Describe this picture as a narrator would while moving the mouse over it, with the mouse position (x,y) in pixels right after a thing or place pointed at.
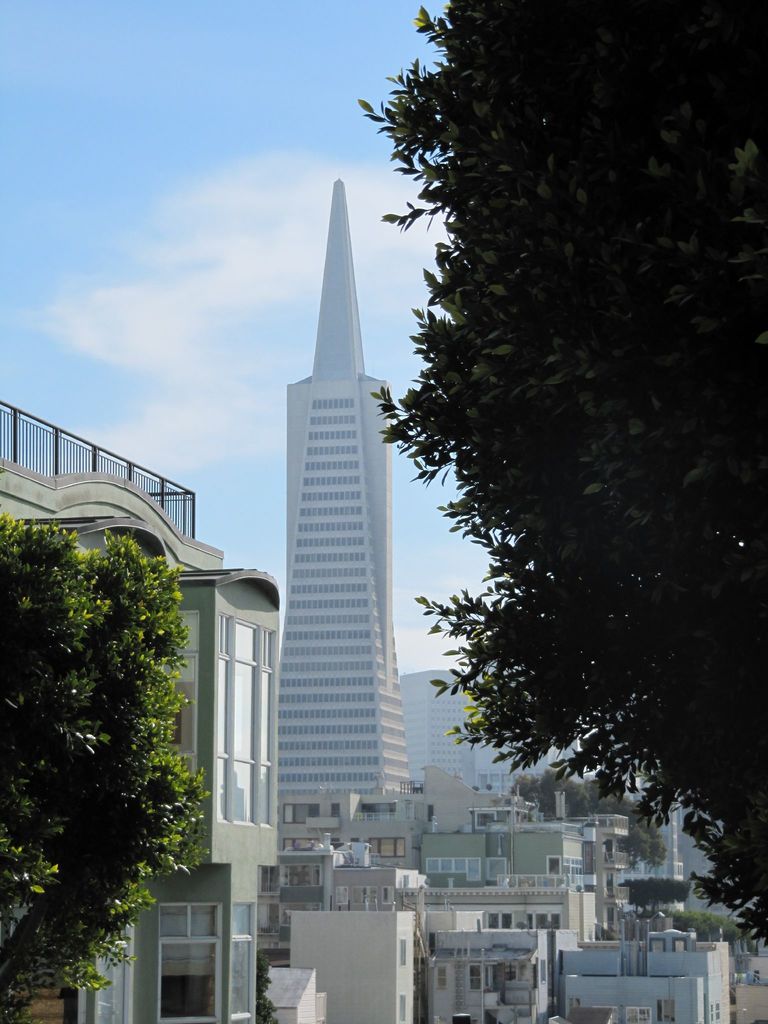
In this image there are buildings (380,805) and trees (562,735). In the background (296,310) there is sky (266,247).
